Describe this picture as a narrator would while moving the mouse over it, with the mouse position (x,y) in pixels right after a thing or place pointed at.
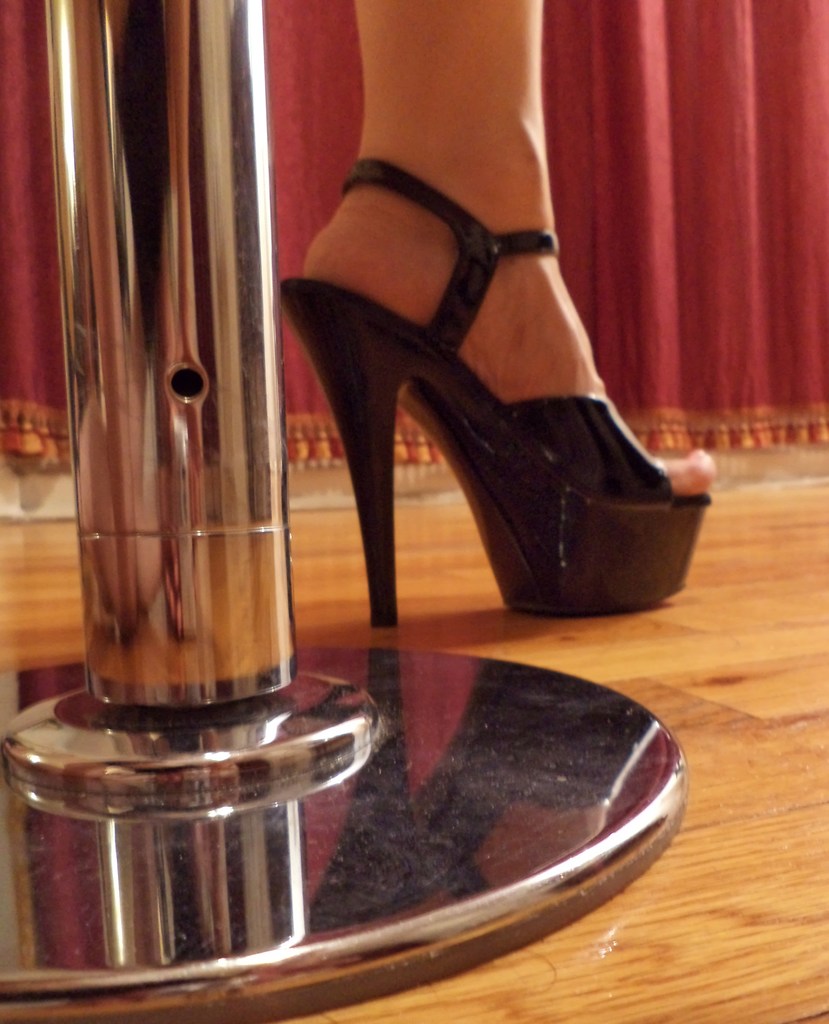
In this image we can see a woman's leg (485,305) with shoe (590,459) placed on the ground (578,631). To the left side of the image (175,450) we can see a pole (208,635). In the background (586,197), we can see a curtain (573,197).
